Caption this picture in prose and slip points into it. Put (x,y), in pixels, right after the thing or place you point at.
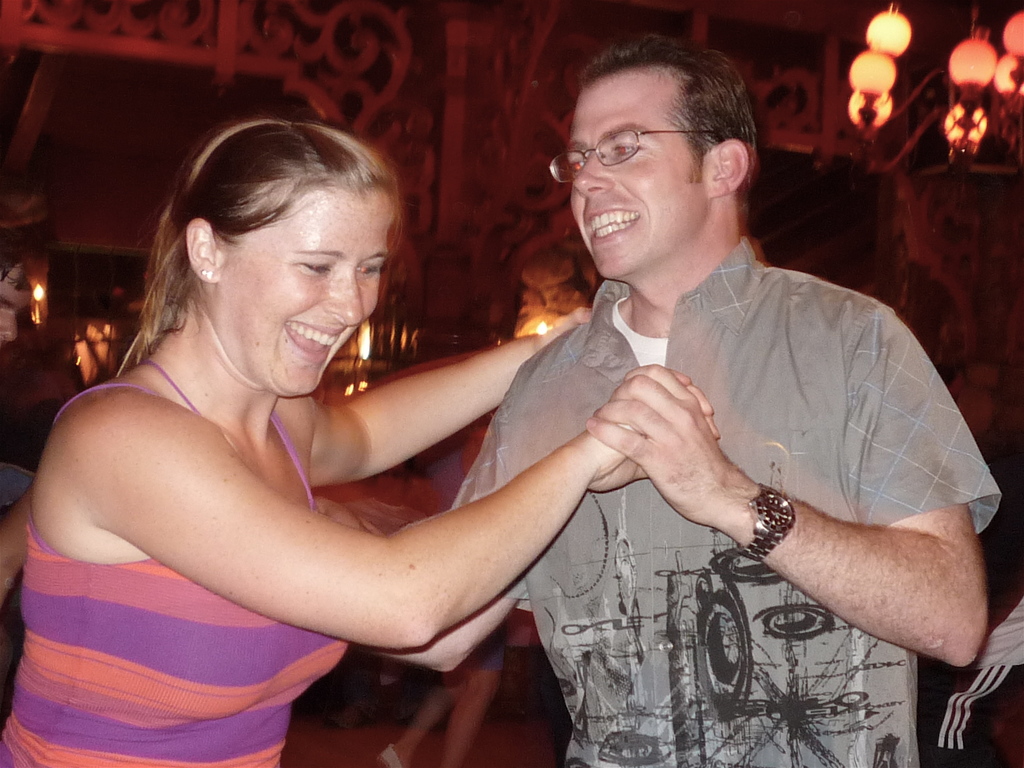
In this picture we can see a man (845,445) wore spectacle (637,131), watch (777,547) and holding a woman hand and both of them are smiling and in the background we can see lights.
